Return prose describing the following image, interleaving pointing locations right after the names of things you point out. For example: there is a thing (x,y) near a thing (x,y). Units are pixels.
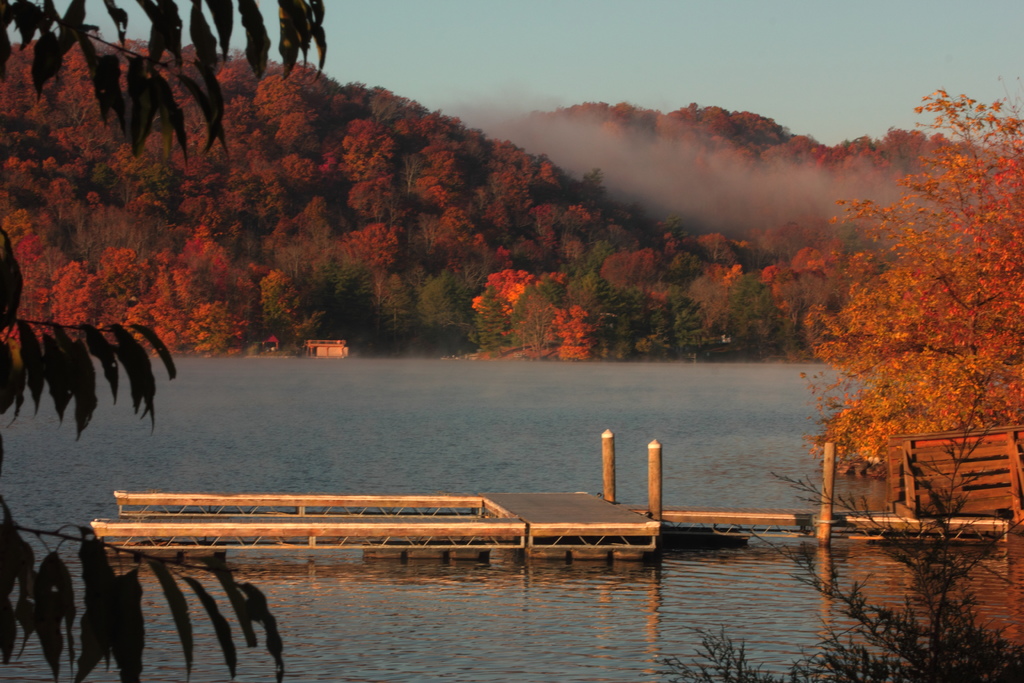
In this picture I can see trees (353,256), water (180,386) and I can see fog (634,159) and a bridge (641,534) and I can see sky (822,26).
